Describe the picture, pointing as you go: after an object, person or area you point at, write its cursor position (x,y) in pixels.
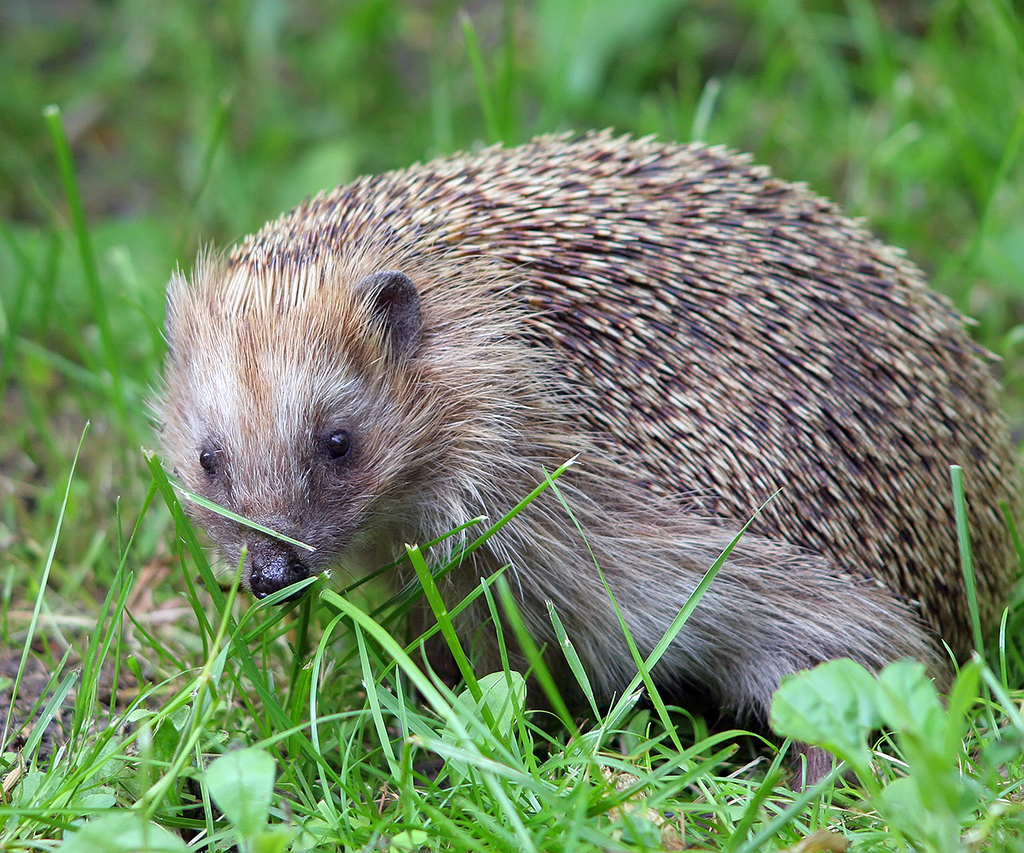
On the ground (710,720) there are plants (659,725). Also there is an animal (497,354). In the background (316,188) it is blurred and green.
